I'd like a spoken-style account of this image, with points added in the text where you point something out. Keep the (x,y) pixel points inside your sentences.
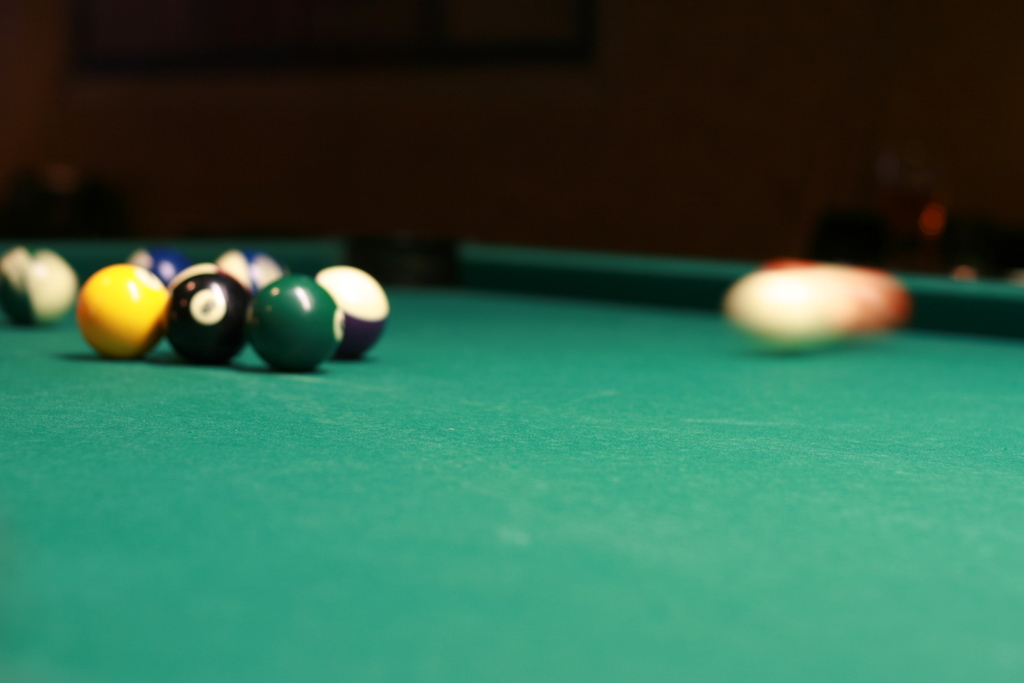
In this image on a pool table (604,382) there are few balls (736,301). The background (486,98) is blurry.
